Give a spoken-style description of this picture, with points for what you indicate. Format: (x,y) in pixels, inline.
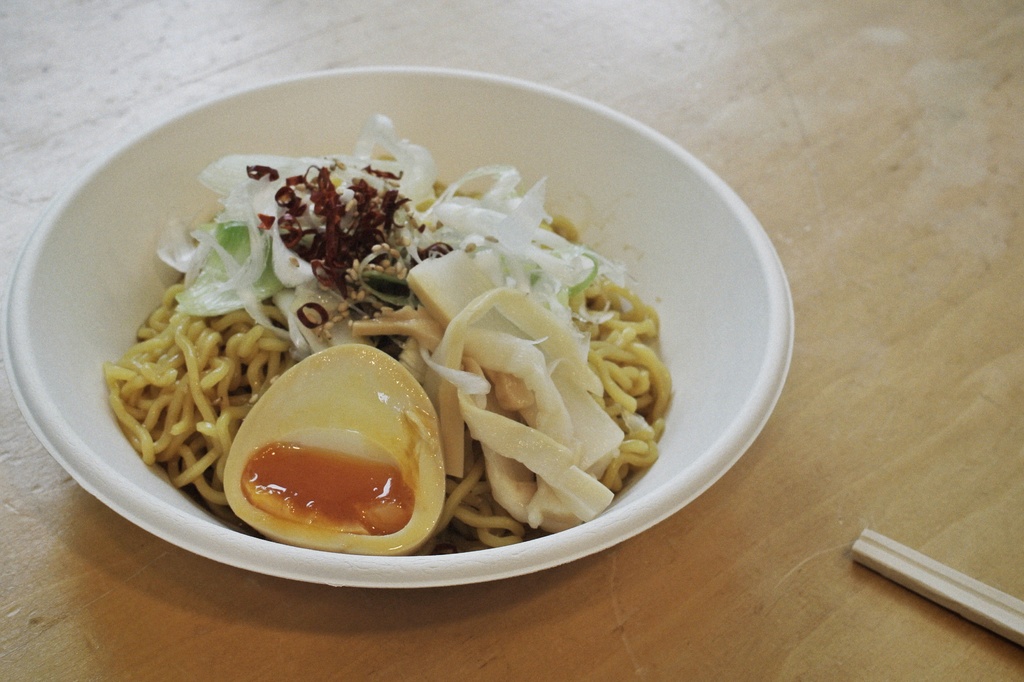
This image consists of food (355,319) which is inside the bowl (96,323) which is white in colour in the center (658,276). On the right side (911,577) there is a wooden object (923,575).
